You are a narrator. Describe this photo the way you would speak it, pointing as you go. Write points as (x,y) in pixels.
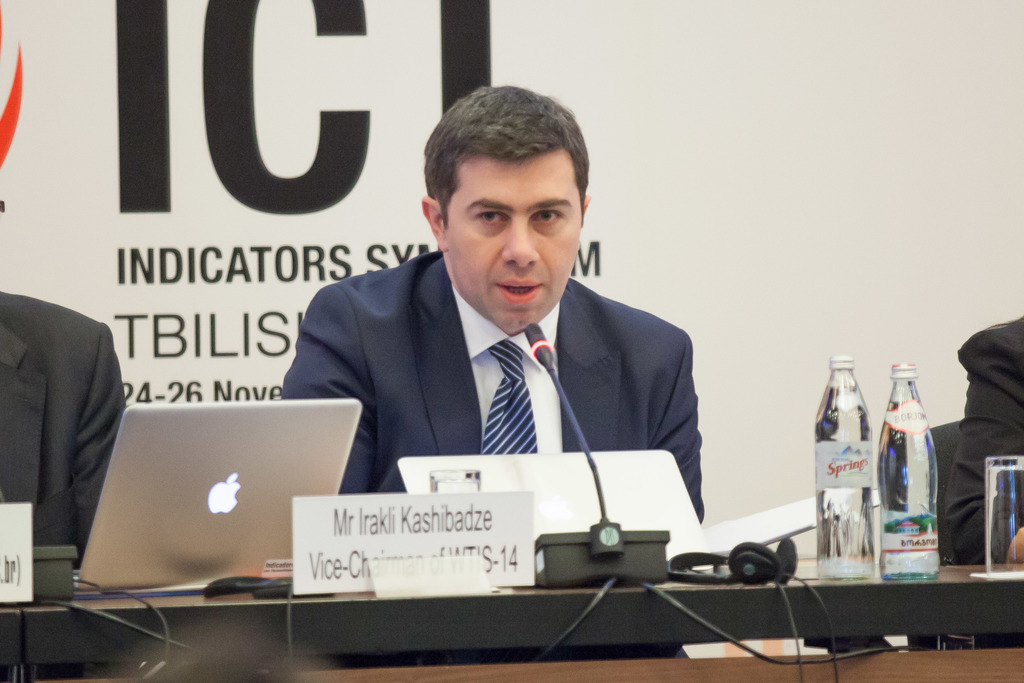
In the background of the image (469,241) I can see people (501,382) sitting in front of a table (632,600). On the table (462,598) I can see a laptop (500,483), bottles (855,483), microphone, headphones (694,559) and some other objects (408,570). The man (446,184) in the middle (492,394) is wearing a shirt (491,378), a tie (504,397) and a coat (455,445).
